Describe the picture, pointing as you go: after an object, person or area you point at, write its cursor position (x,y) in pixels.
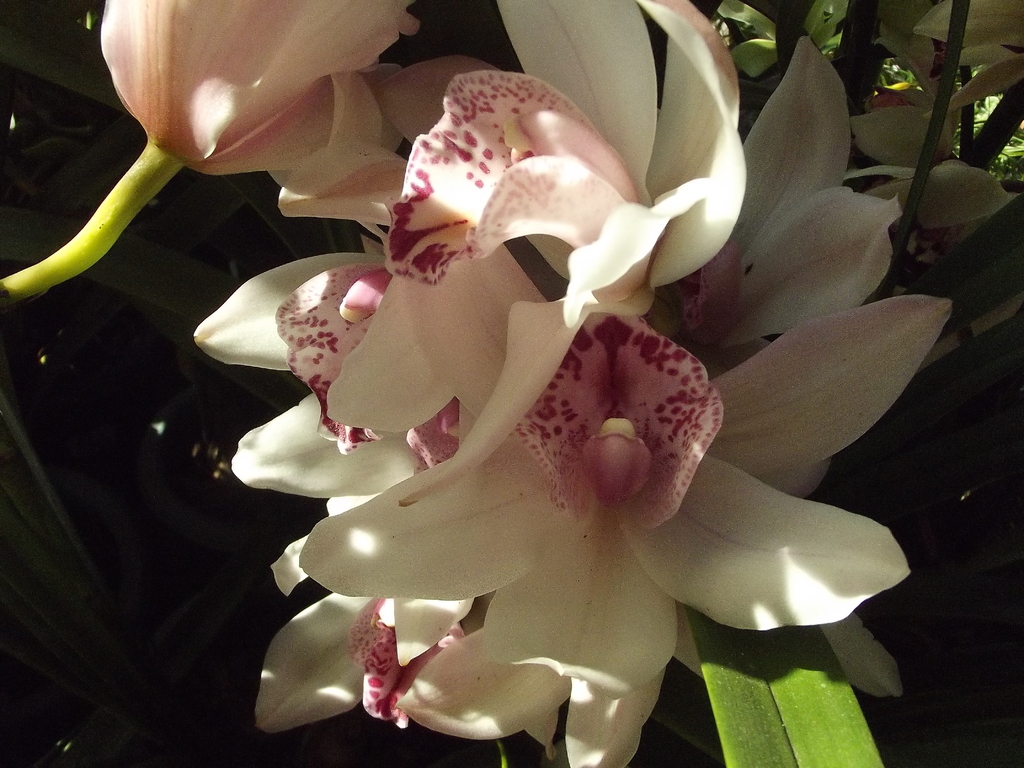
There are flowers (476,382) in the center of the image (412,325) to a plant (810,474) and there are leaves (981,561) around the area of the image.
